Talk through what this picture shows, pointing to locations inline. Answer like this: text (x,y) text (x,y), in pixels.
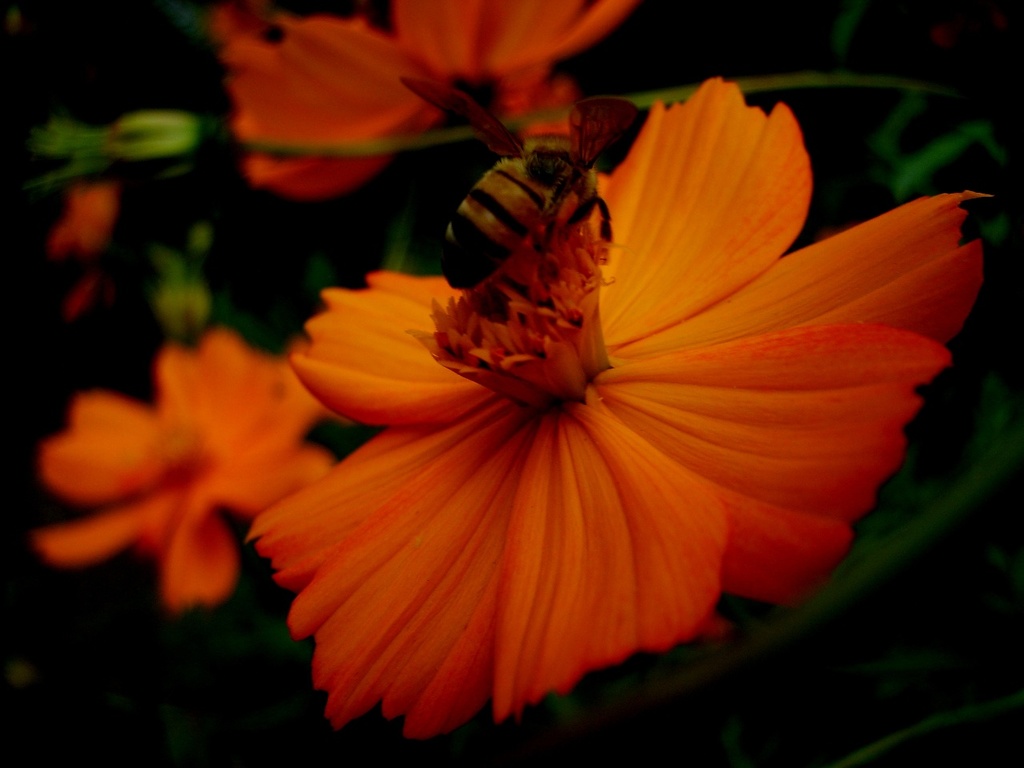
We can see a flower (574,414) in the image, A honey bee (525,224) is sitting on the flower (561,469), A flower (743,511) is in the color of orange.
